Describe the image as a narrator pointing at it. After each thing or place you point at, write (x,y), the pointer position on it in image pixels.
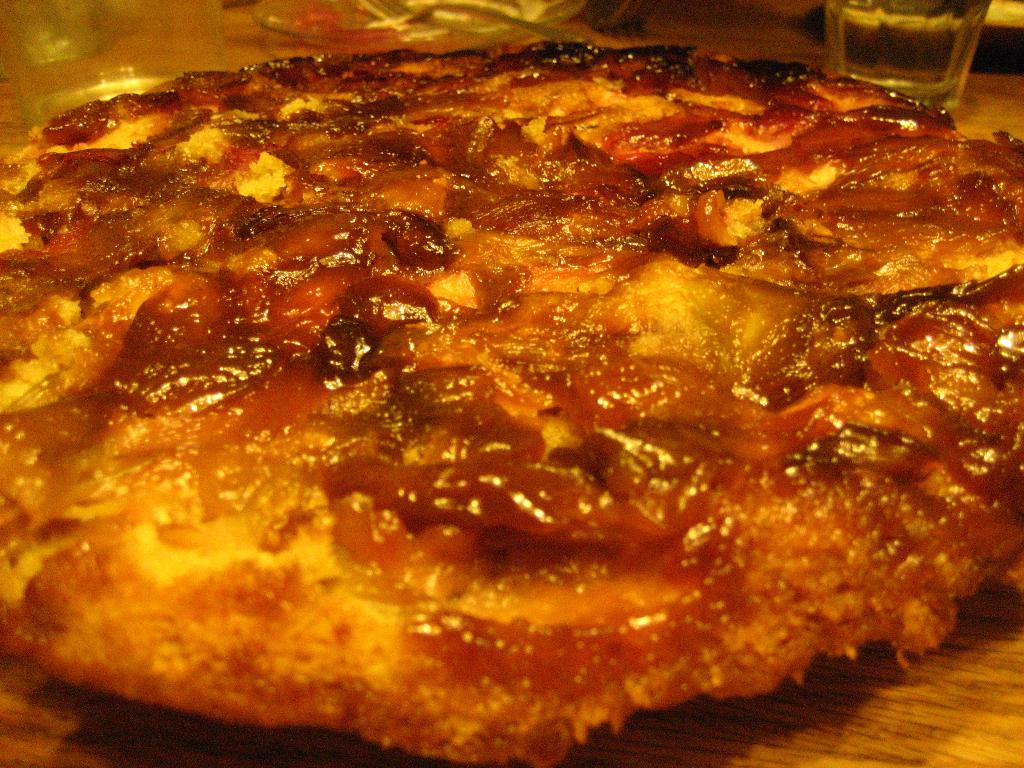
On this wooden surface (184,68) we can see glasses (844,3), fork (452,9), plate (477,29) and food (524,284).
